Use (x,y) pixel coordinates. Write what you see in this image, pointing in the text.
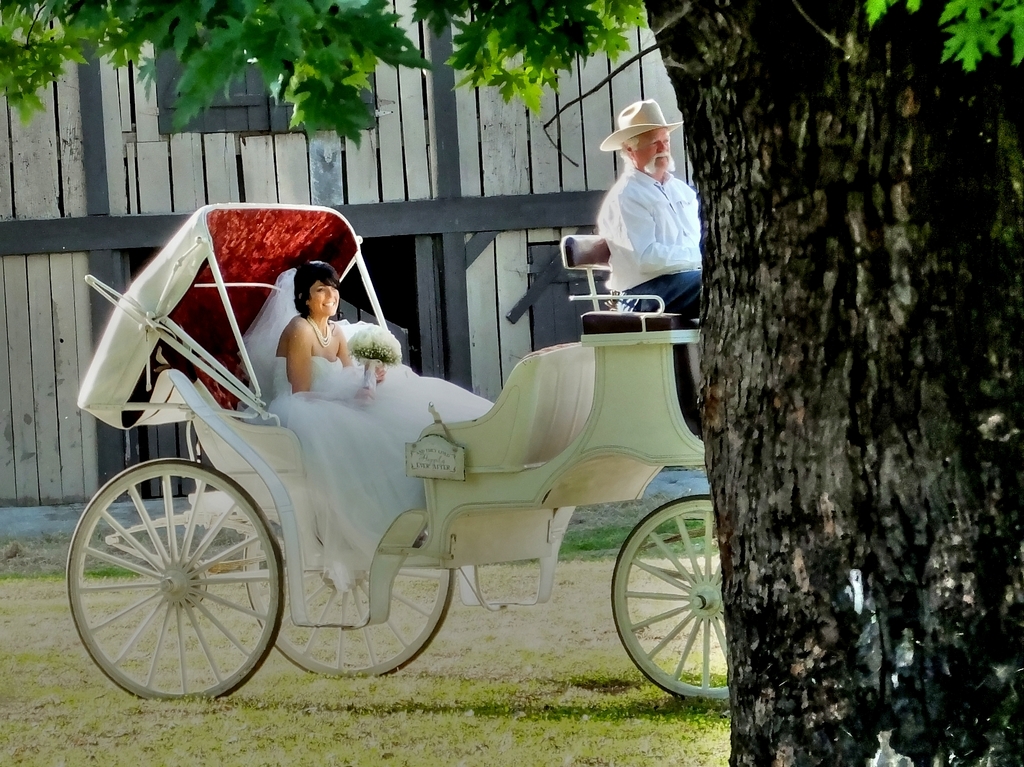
In this image a person (647,248) is riding a cart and lady (355,429) is sitting in the cart (369,289). A lady (386,376) is holding a bouquet (374,354). There is a tree (758,180) which is having a big trunk (851,601).
